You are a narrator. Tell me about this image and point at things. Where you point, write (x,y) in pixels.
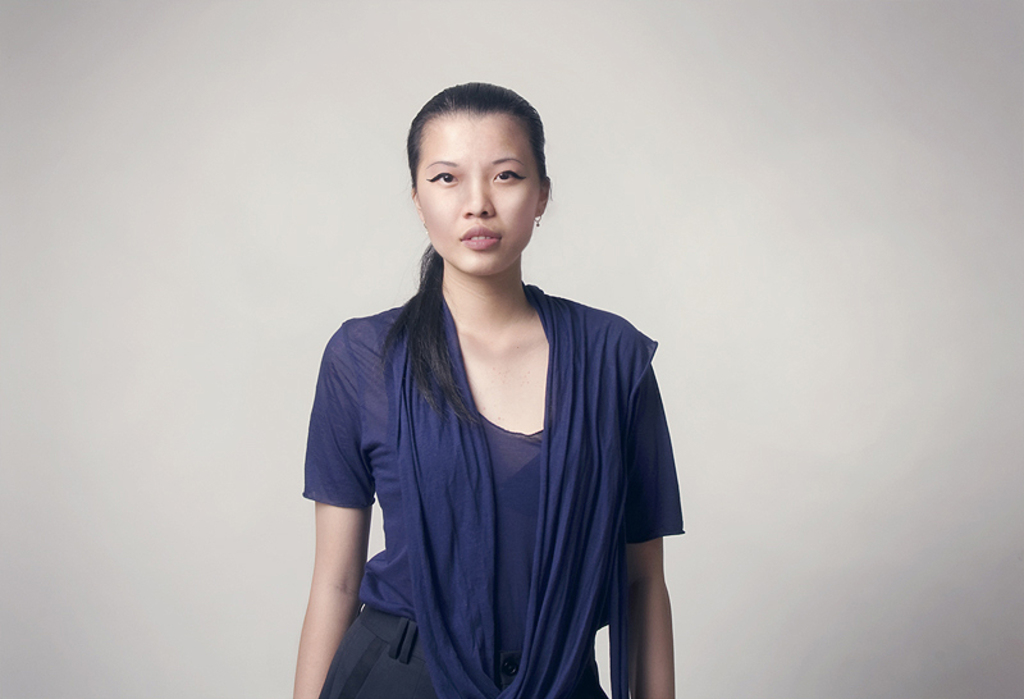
In the center of the image (524,312), we can see a lady (435,581) standing and in the background (669,104), there is a wall (733,176).
